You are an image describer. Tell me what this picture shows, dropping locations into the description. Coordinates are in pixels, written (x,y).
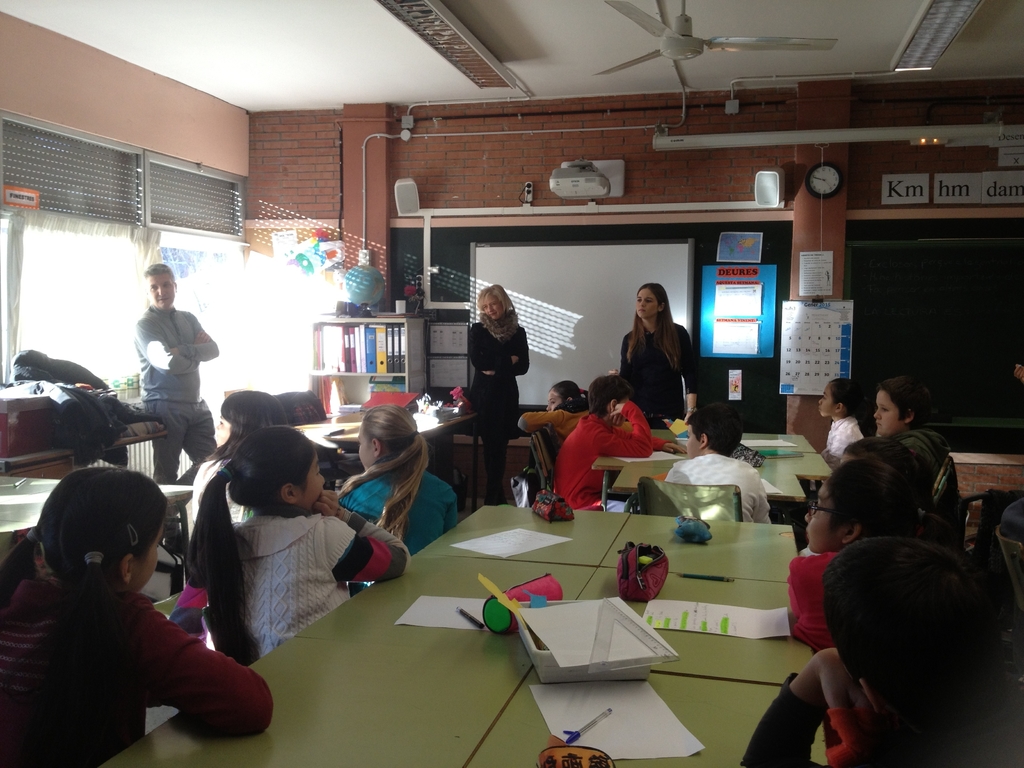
This image is taken indoors. At the bottom of the image (367,722) there is a table (438,733) with a few things (633,597) on it. In the middle of the image (550,417) a few kids (369,562) are sitting on the chairs (678,483) and there are a few tables (620,517) with a few things (383,392) on them and two women (645,306) and a man (201,342) are standing on the floor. In the background (98,309) there are a few walls (324,227) with windows (195,296) and curtains (65,264) and there are a few posters (789,330) and papers (818,350) with a text (818,350) on them. There is a cupboard (365,377) with a few files (374,357) in it. At the top of the image (407,41) there is a ceiling (839,58) with a fan (670,33).
